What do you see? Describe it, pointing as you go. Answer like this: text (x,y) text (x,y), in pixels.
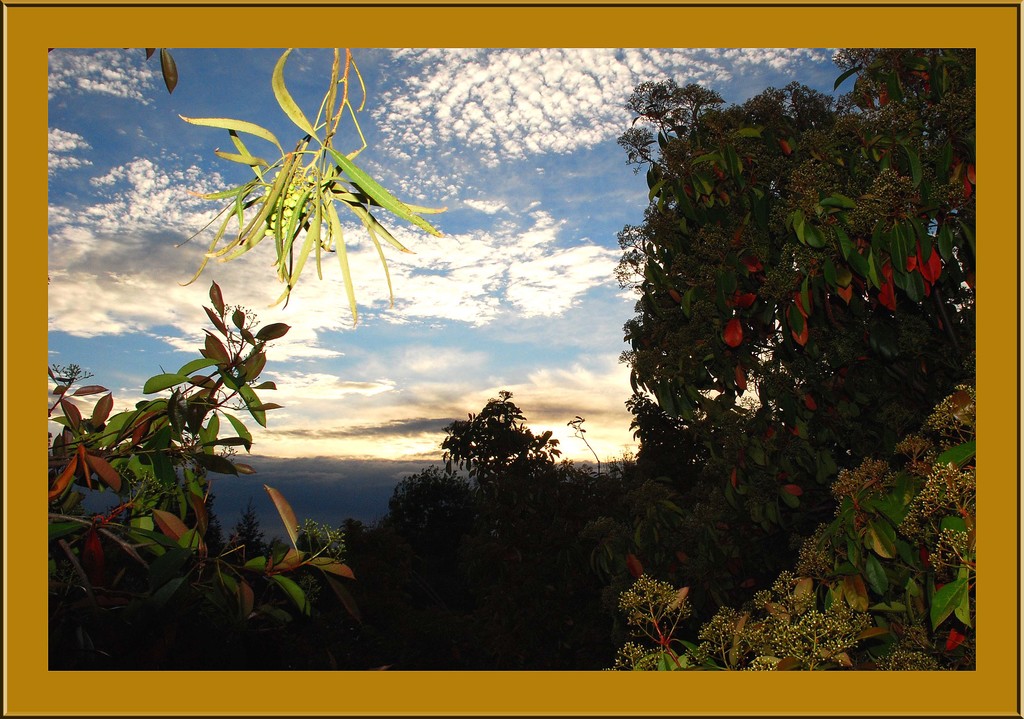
In this image we can see trees (594,502), sky (381,460) and clouds (439,276).
